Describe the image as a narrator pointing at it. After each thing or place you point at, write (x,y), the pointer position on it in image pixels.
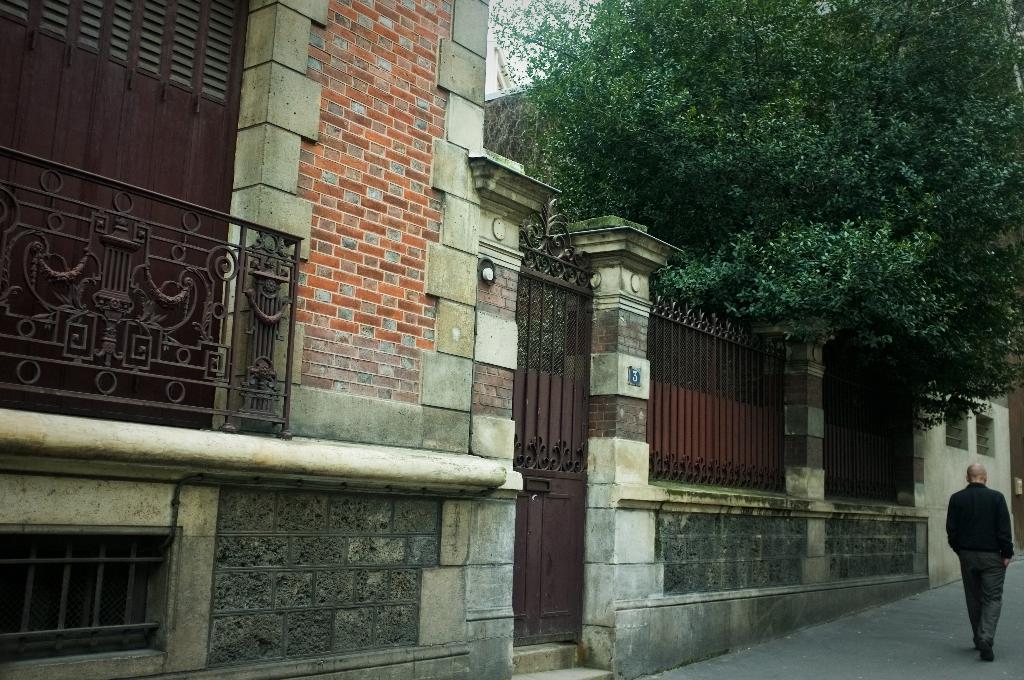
In the center of the image (539,323) we can see a gate (560,407). In the background of the image (862,49) we can see a building (438,221), grilles (701,464), board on the wall (806,354), tree (791,276). On the right side of the image (906,614) we can see a man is walking on the road (924,604).
